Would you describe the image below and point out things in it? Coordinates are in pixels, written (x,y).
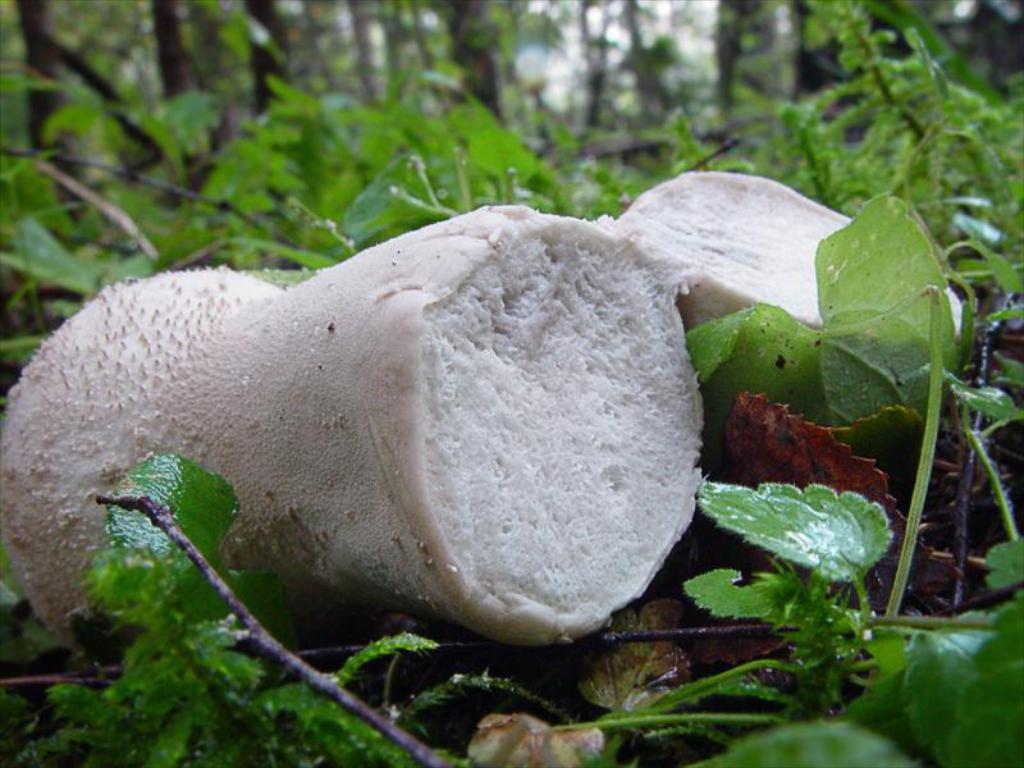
In this picture in the front (657,703) there are leaves (876,634). In the center (384,383) there is a mushroom (440,293) which is white in colour and in the background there are trees (324,58).
